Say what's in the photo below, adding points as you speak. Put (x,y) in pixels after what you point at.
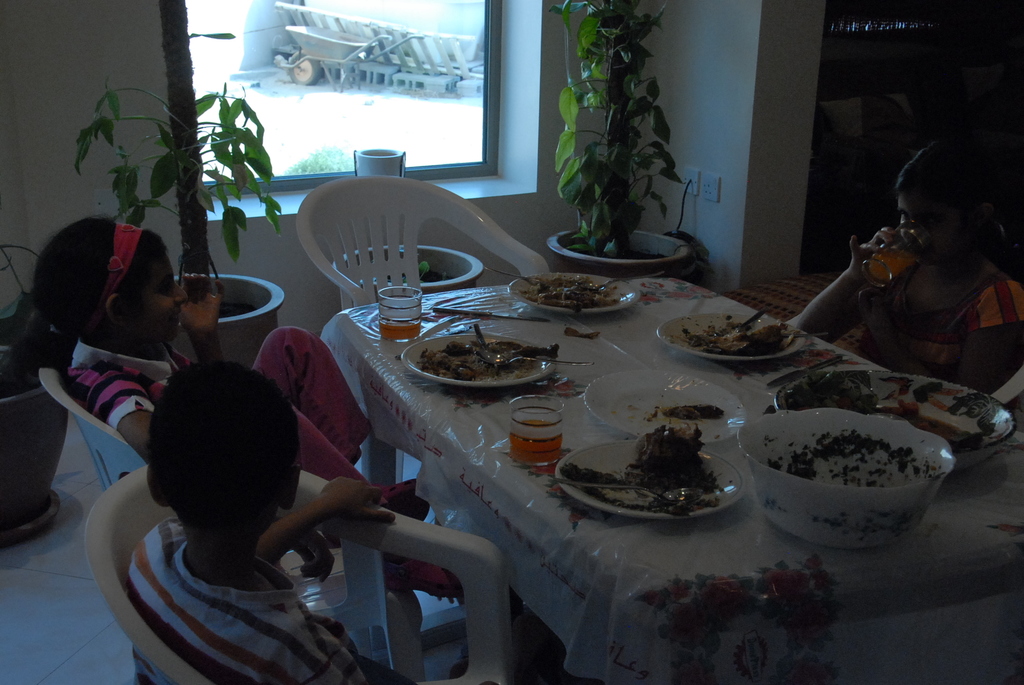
In this image, we can see three kids (912,320) wearing clothes (270,591) and sitting on chairs (363,622) in front of the table (552,489). This table (593,527) contains plates (518,286), glasses (415,295) and bowls (761,489). There is a window (455,156) in between plants (233,245). There is an another chair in front of the table (461,301). There is a moving trolley (335,51) at the top of the image (328,64).
